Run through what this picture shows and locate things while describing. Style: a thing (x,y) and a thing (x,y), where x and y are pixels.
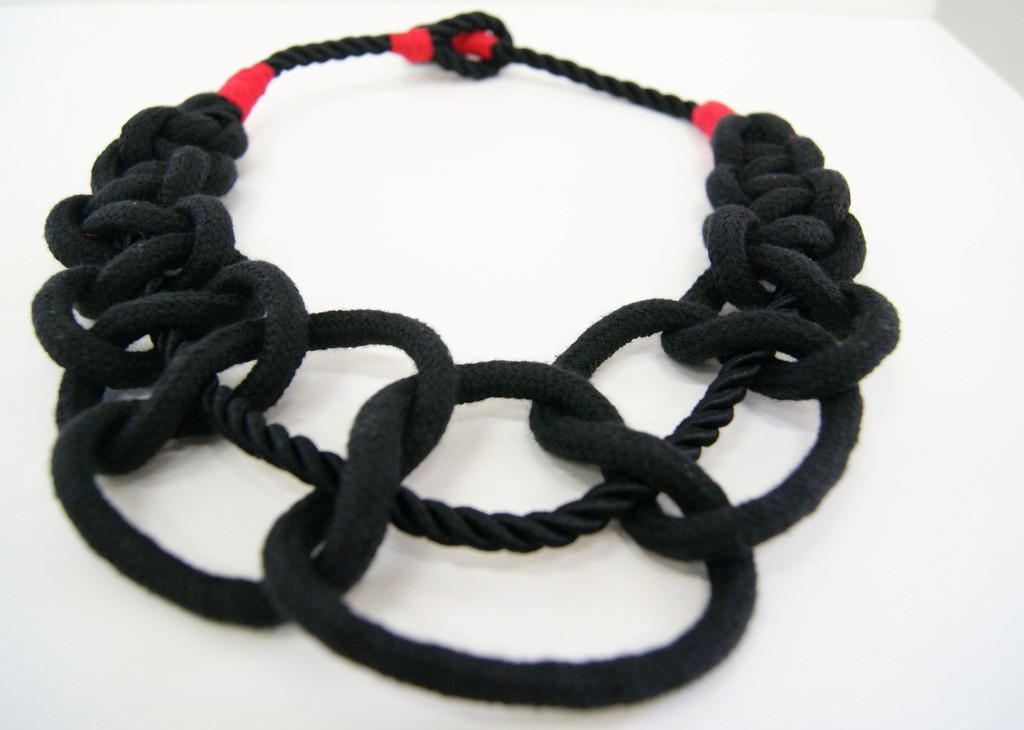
In this picture I can see there is a black color ropes (249,300) and it has some red color decoration (261,85) and it is placed on the white surface (366,728).
